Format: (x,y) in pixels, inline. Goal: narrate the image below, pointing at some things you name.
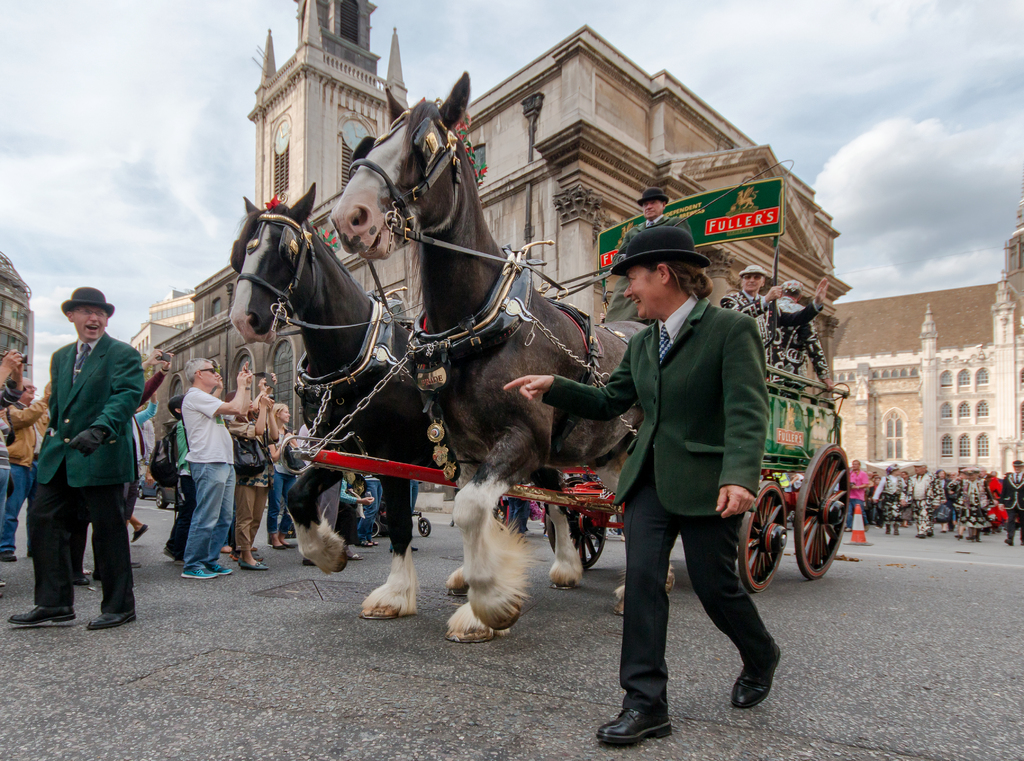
In this image I can see two people (733,386) wearing the green jacket (701,419) and these people (64,462) are walking to the side of Tanga (384,466). Inside the cart (776,238) some people (773,296) are standing. In the background (983,503) there are group of people (1011,517), building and the sky (850,118).
